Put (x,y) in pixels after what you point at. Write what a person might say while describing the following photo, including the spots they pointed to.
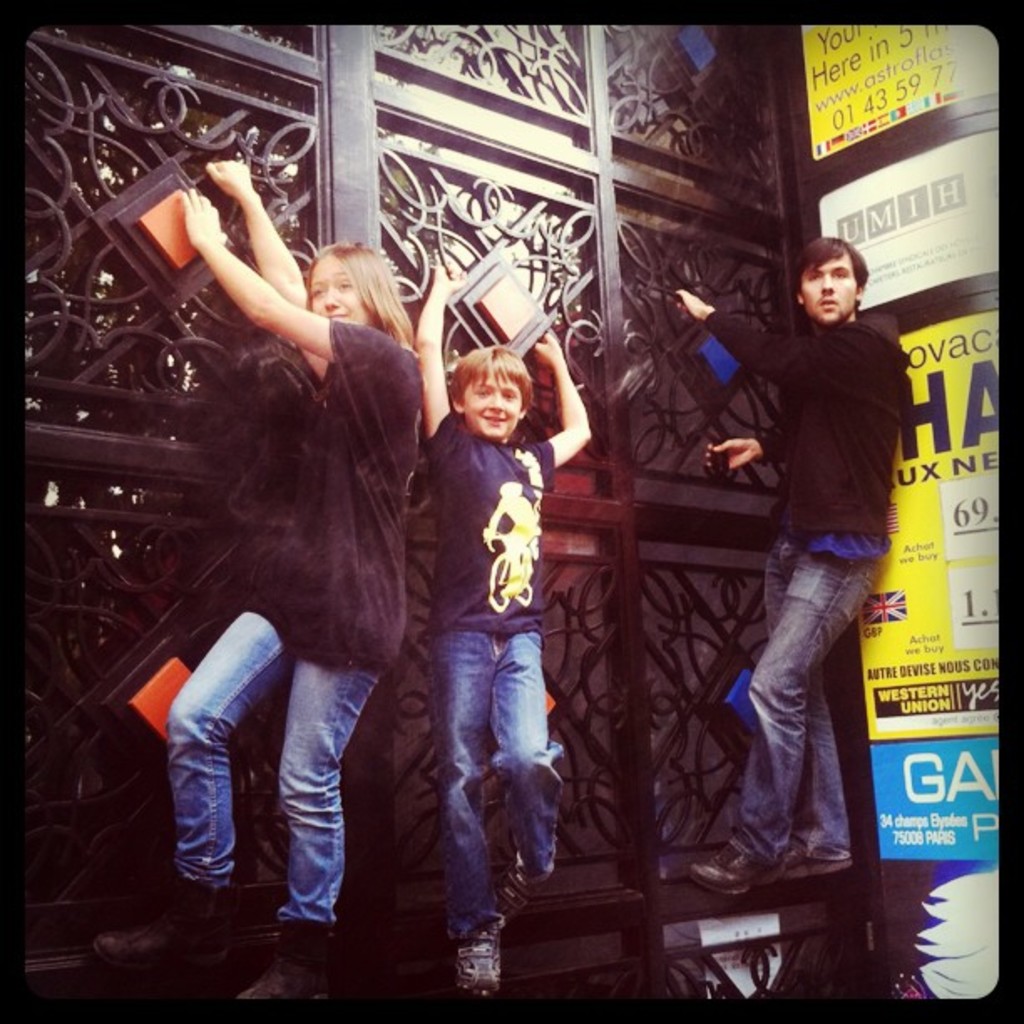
In this image, there are three people (471,544) holding the gate (633,362) and standing on it. This looks like a hoarding (928,288).
